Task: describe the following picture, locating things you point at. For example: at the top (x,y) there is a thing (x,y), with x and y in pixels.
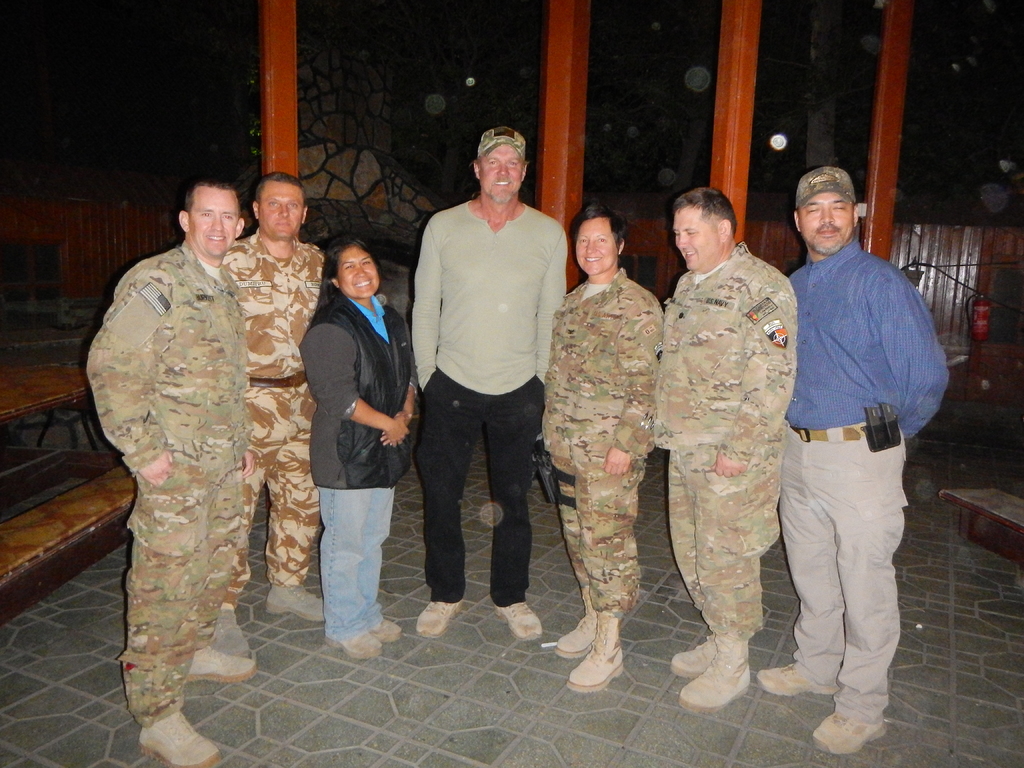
In this picture we can see a group of people (176,736) on the ground (341,697) and in the background (13,398) we can see pillars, benches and some objects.
